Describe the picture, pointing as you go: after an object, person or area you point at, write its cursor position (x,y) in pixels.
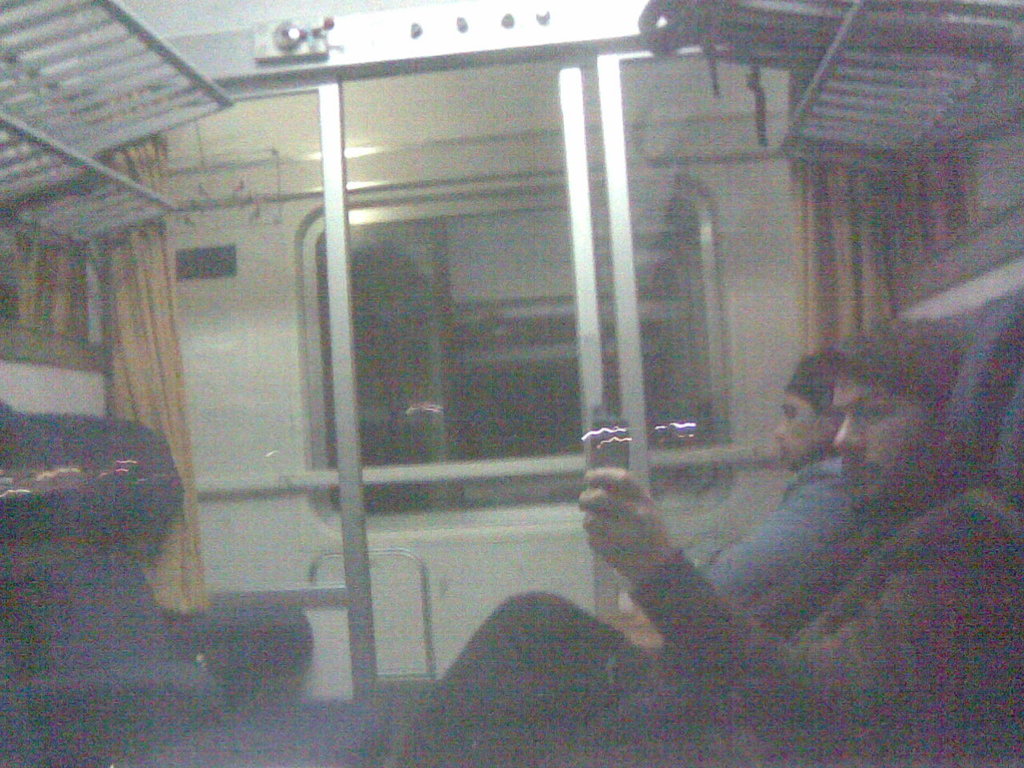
On the right side of the image (892,642) we can see bags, persons (635,505) and curtain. On the left side of the image (74,104) there are chairs (277,724), curtain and grill (15,85). In the background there is a window (435,369).
